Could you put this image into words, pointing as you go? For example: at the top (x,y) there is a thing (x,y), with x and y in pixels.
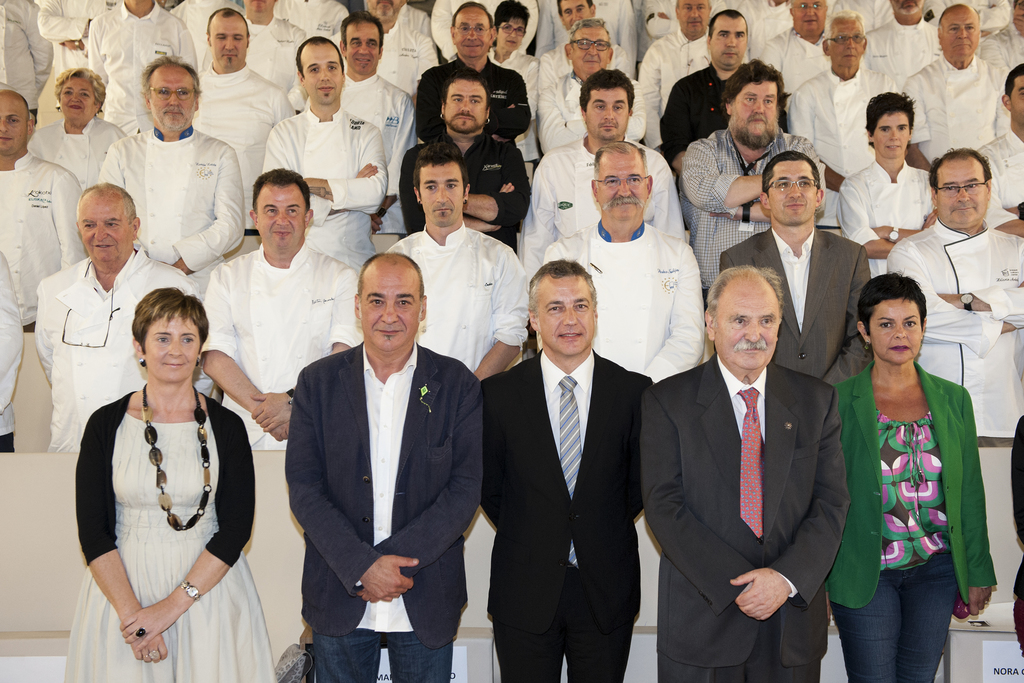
In this picture there is a group of men and women (371,63) standing in the image smiling in giving pose. In the front (638,469) there are three old men (430,483) wearing black color suits (352,448), standing and smiling. Beside there are two women (199,508) and behind there is a group of chefs (441,267) wearing white dress (940,67).
